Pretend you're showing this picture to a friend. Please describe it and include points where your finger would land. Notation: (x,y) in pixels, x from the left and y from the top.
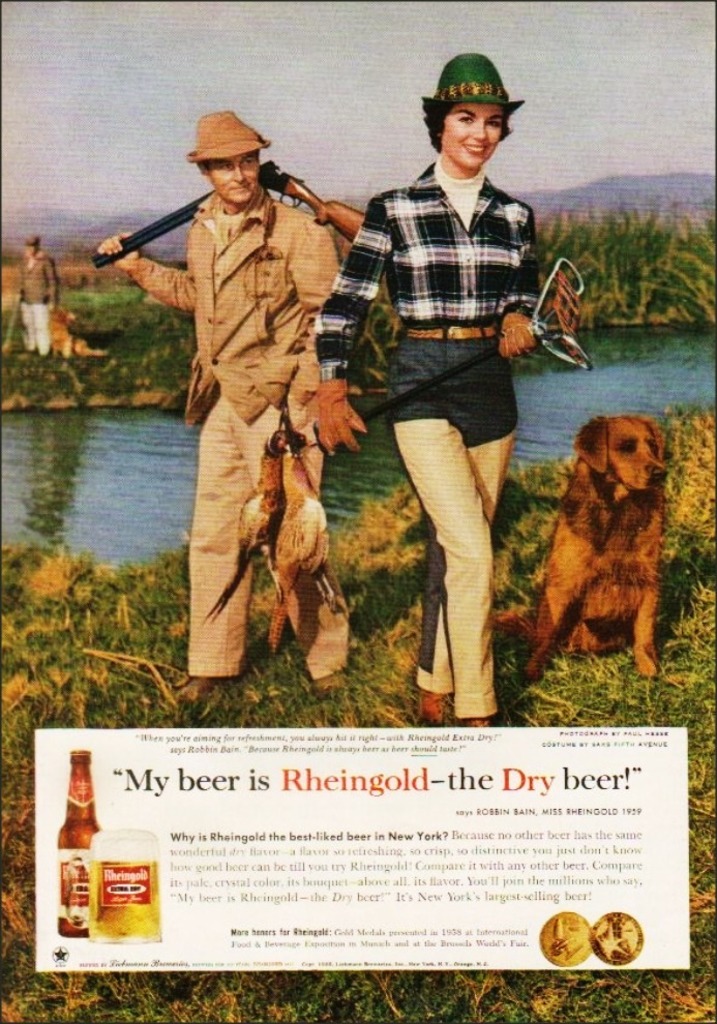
In this image we can see a photo (110,446) which includes text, some persons (300,343), we can see an animal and birds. And we can see water (668,375), grass (712,436), at the top (257,89) we can see the sky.
